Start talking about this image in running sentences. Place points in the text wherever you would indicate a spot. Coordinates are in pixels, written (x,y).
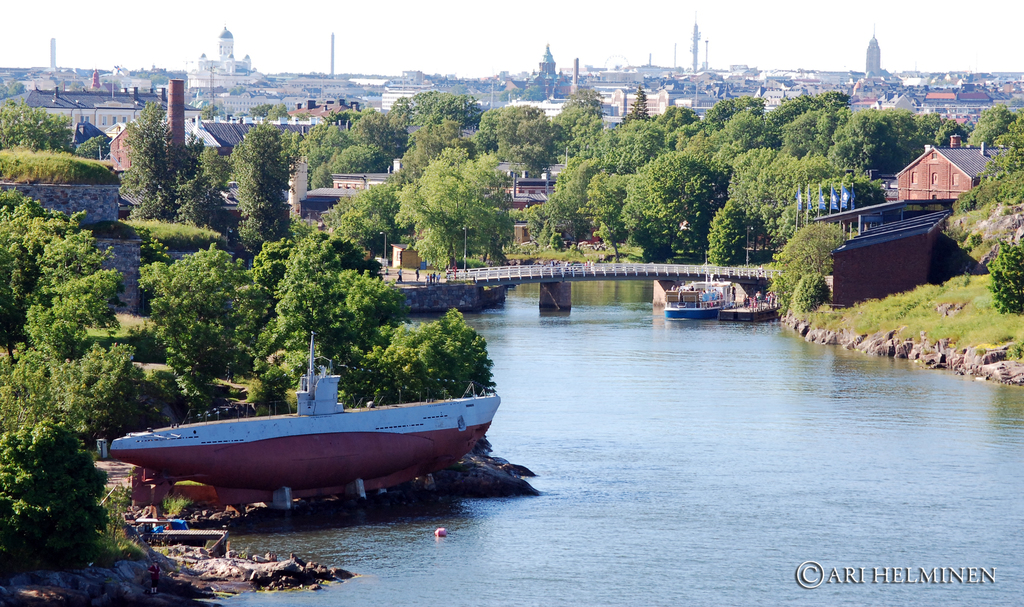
In this picture I can see the buildings (954,158), sheds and trees (258,247). In the center (679,291) I can see the boats (668,298) near to the bridge (602,265). On the right (935,301) I can see the plants (949,297) and grass (950,331). At the bottom (663,430) I can see the lake (651,467). In the bottom right corner (842,585) there is a watermark (827,579). In the bottom left (279,419) there is a boat (350,465) on the land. At the top (484,7) I can see the sky (368,15).
